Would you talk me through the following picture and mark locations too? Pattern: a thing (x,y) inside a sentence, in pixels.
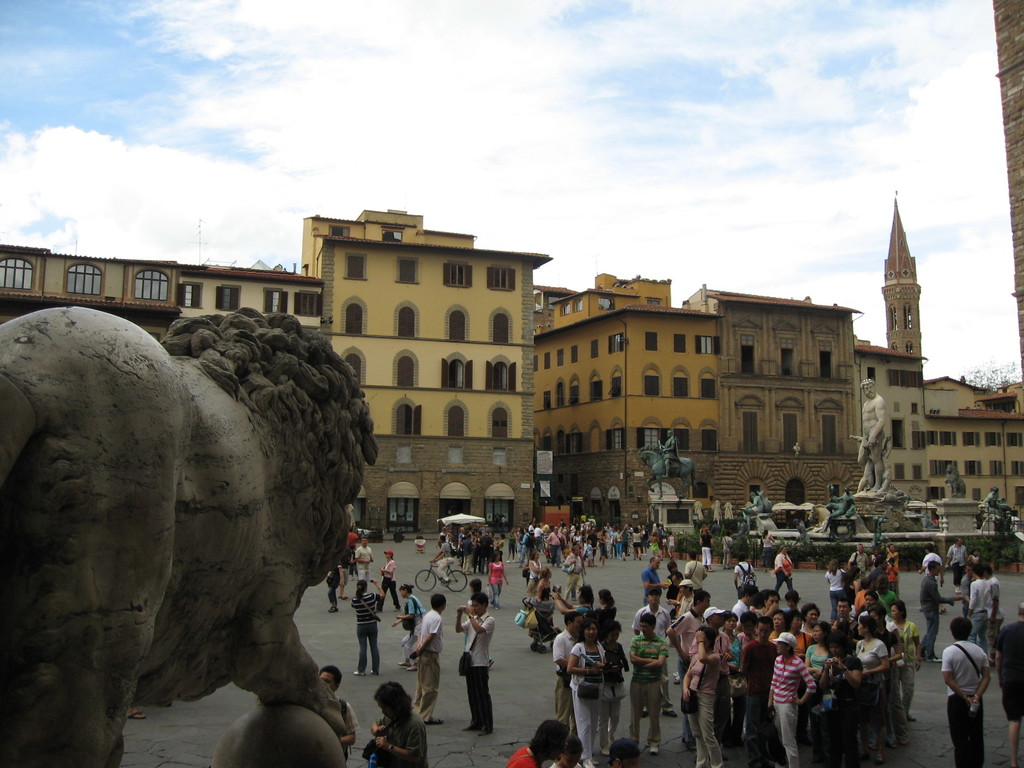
There is a sculpture (159,561) at the left (26,572). People (421,630) are present. A person (438,556) is riding a bicycle (441,582). There are other sculptures (651,465) and buildings (423,392) at the back (936,403).
